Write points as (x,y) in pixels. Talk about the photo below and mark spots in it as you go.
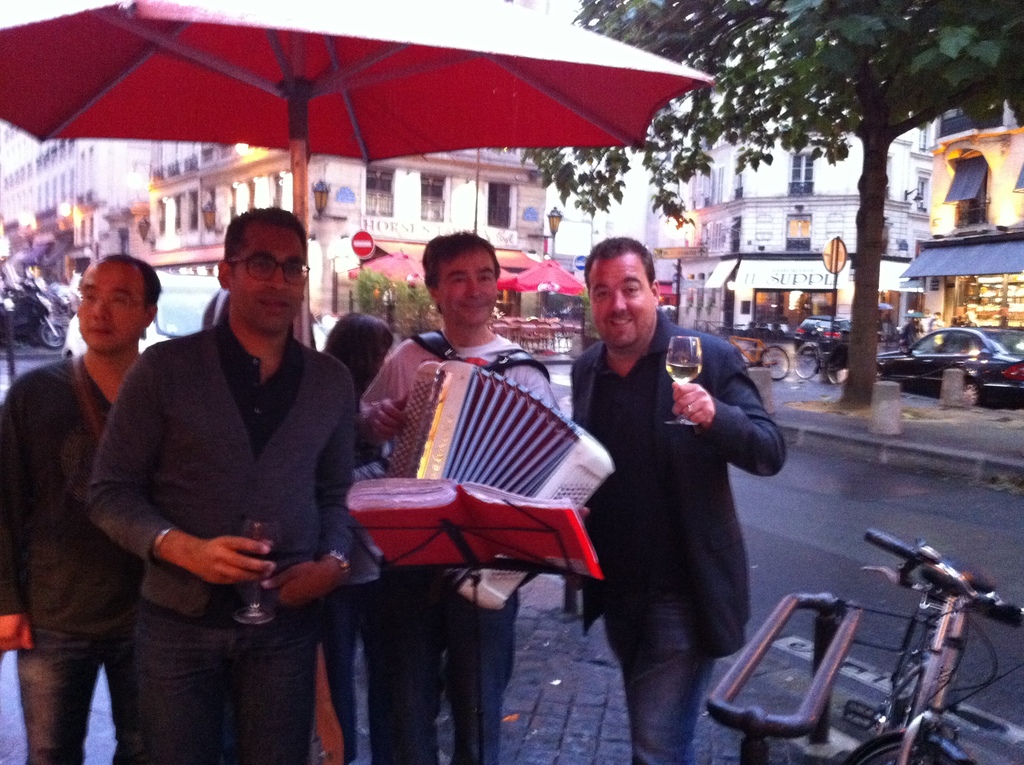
In this image we can see four people (372,381) standing on the ground (915,411). One person (708,506) is wearing coat (726,402) and a glass (689,374) in his hand (692,400). One person (481,356) is holding a musical instrument (476,446) in his hand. In the foreground (828,631) we can see a metal frame (760,720), a bicycle (939,655) parked on the road (919,688), a book (529,536) placed in a stand (483,540). In the background (979,379), we can see group of vehicles (880,380) parked on the road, a tree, group of buildings (480,201) and an umbrella (385,61).
